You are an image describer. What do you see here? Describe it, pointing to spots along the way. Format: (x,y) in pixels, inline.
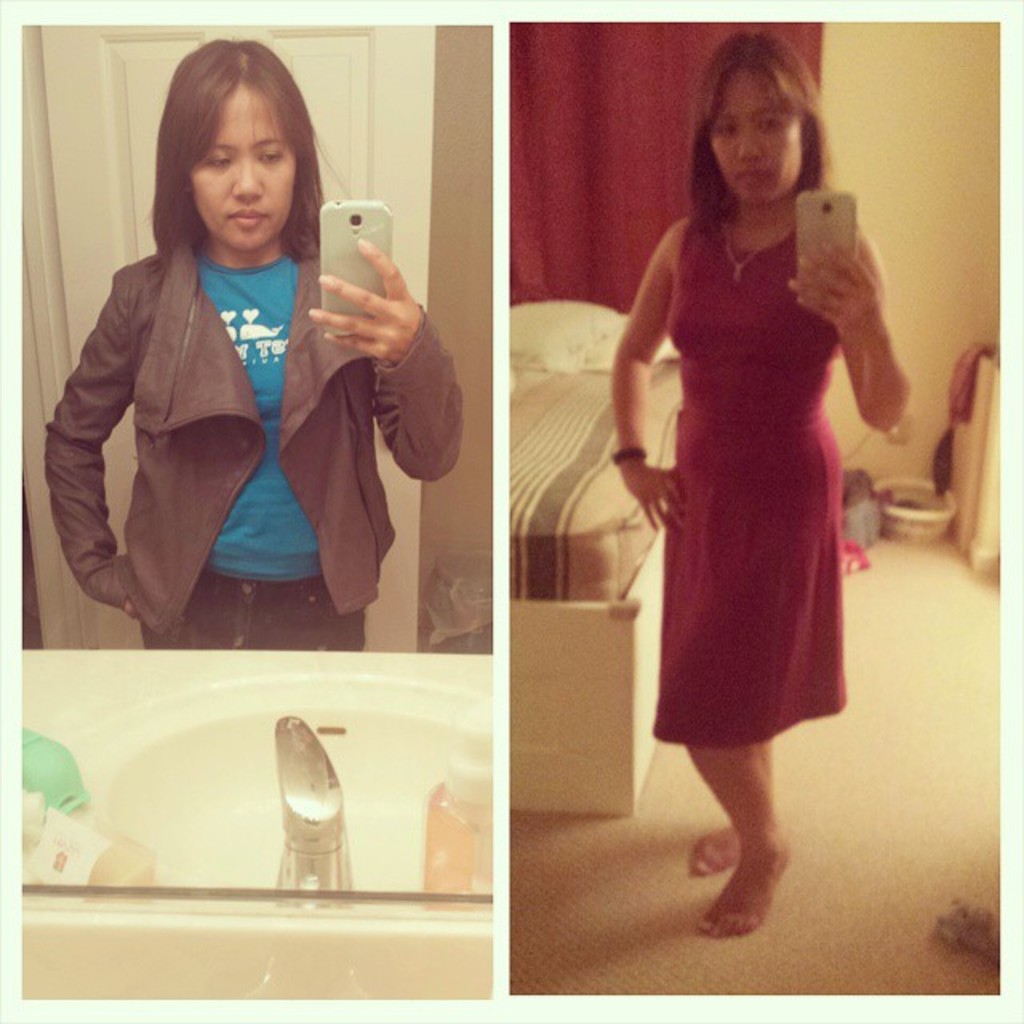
In the image we can see collage photos. In the collage photos we can see a woman (642,353) standing, wearing clothes (437,444) and holding an electronic device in hand (389,284). Here we can see basin (359,745), water tap (296,769), floor (884,816), bed (569,468) and the wall (916,127).
